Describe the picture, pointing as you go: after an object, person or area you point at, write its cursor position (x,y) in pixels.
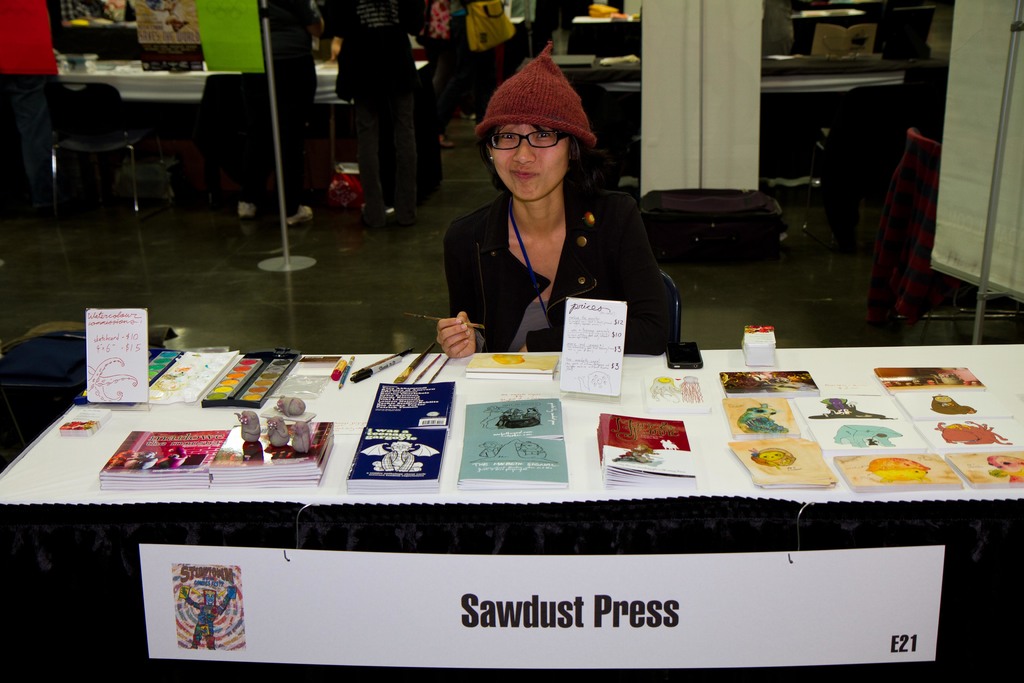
In this picture there is a lady (536,125) in the center of the image (504,348), by holding a paint brush (479,328) in her hand (460,344) and there is a table (602,477) at the bottom side of the image (474,482), on which there are books (643,437), paint brushes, and paint box (239,378) on it, there are other people (455,40) and a chair (81,116) at the top side of the image (406,58).
